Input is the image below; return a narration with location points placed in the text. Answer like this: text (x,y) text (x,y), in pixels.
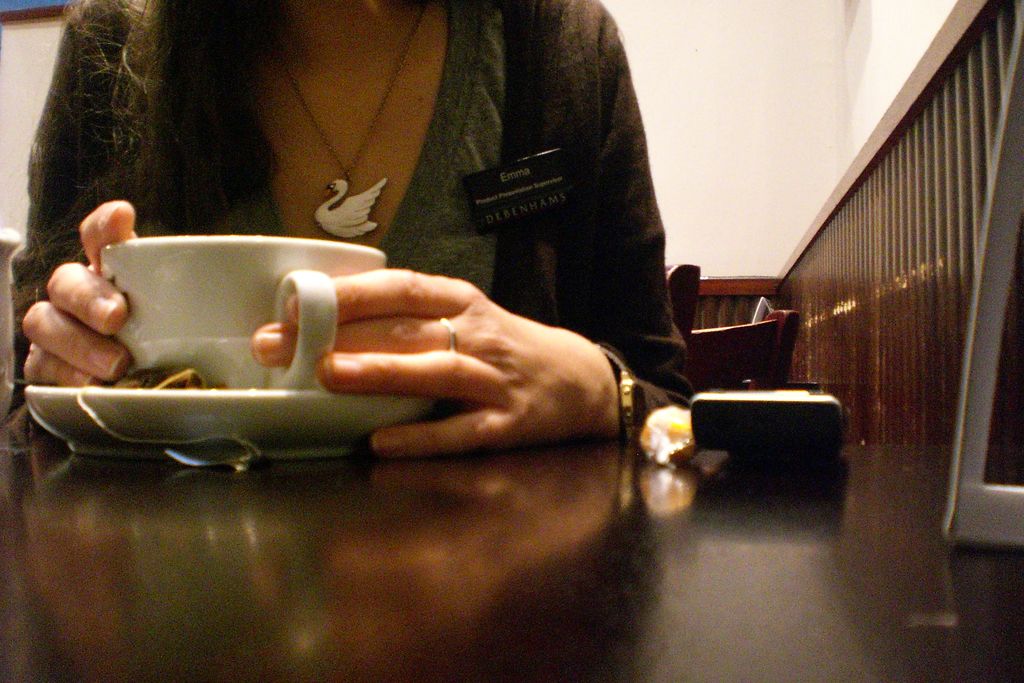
In this image we can see a woman (199,231) holding the cup (233,267) and also the saucer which is on the table (424,457). We can also see some other objects (758,447). In the background (753,348) we can see the chair (769,348) and also the wall (814,86).
